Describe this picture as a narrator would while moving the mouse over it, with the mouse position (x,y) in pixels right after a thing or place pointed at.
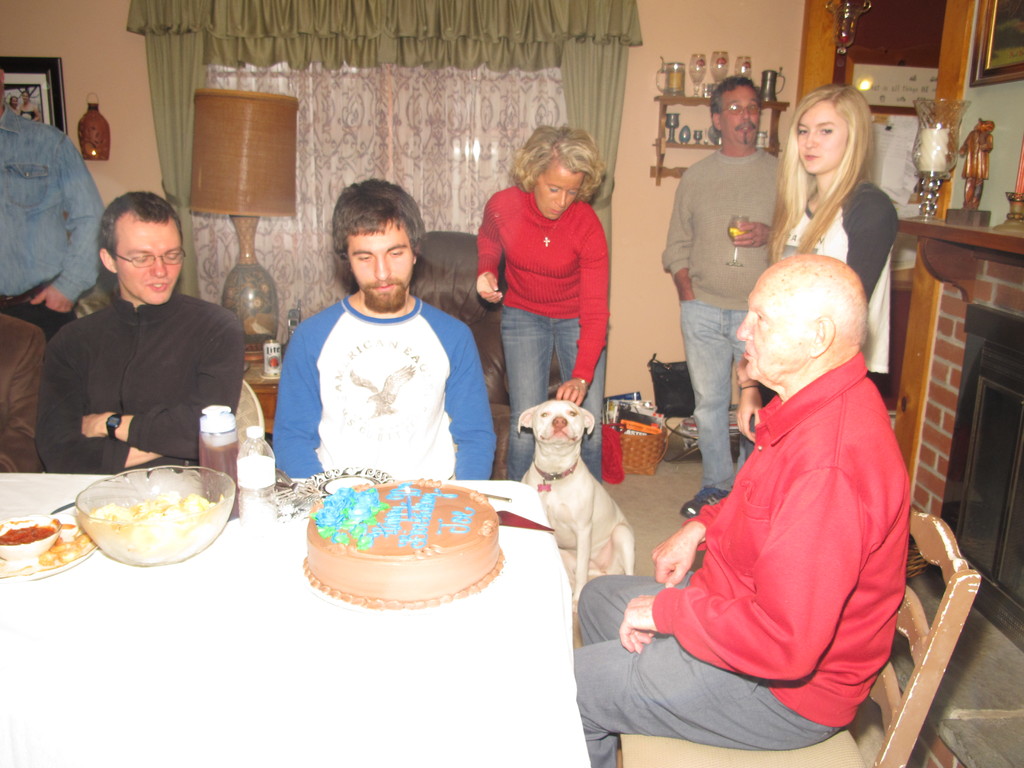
In the picture we can see this person (711,550) wearing red color T-shirt (836,619), this person (375,420) wearing white color T-shirt (347,424) and this person (118,400) wearing black color T-shirt (195,394) are sitting on the chairs (889,752) near the table (268,712) where bowls (194,528) in which food items (194,528) are kept, we can see cake (304,563) and bottles (209,508) and few more things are placed on the table (425,683). In the background (11,188), we can see a few more people (584,241) standing on the floor (645,525), we can see an dog (554,478), table lamp (254,311), photo frame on the wall (69,112), we can see some objects (681,132) are placed on the shelf (664,158) which is fixed to the wall (640,201), we can see curtains (303,155), fireplace (967,309) and some showcase items (974,198).
